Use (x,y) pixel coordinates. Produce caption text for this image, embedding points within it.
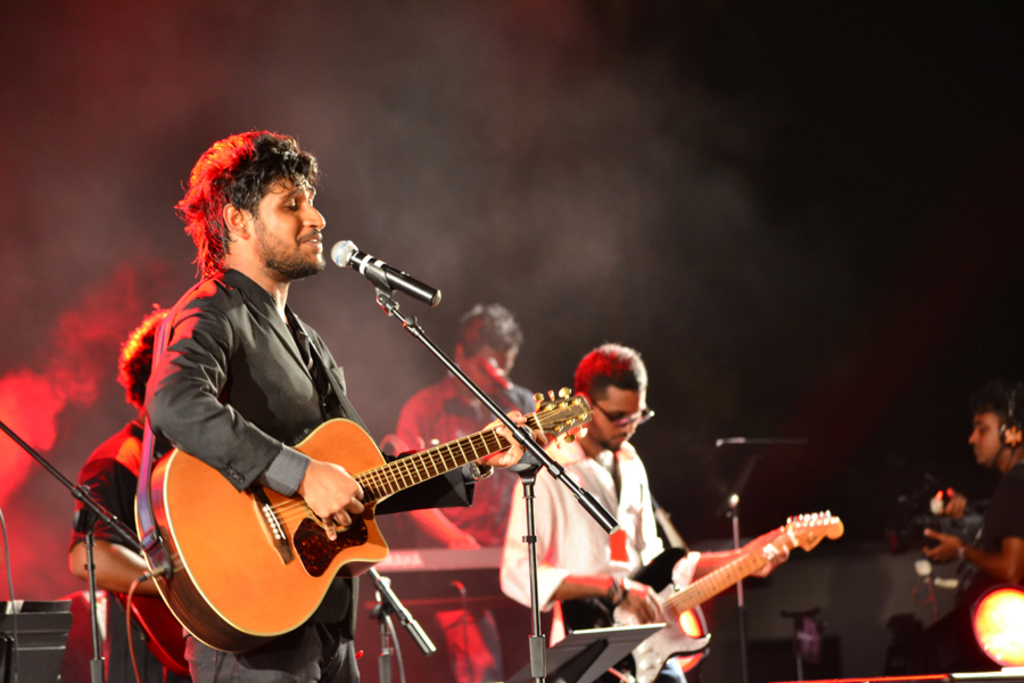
Here these people (456,425) are standing and playing musical instruments (319,595). It is a microphone (389,271) and behind them we can see smoke (106,195).
